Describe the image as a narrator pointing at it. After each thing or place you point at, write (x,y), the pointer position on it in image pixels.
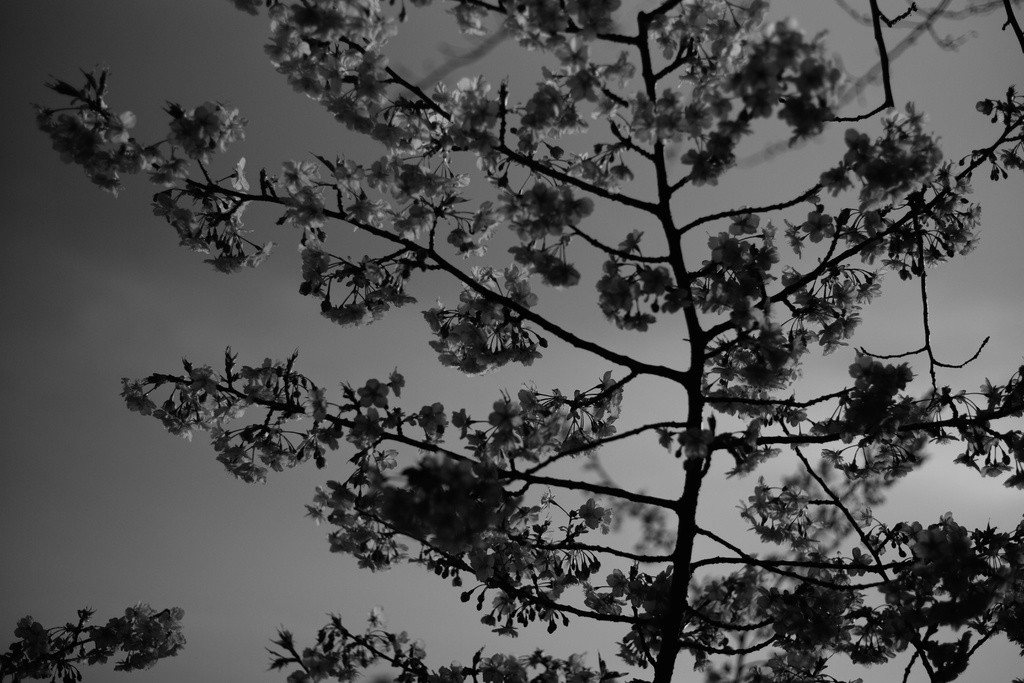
This image consists of a tree (343,635) along with flowers (273,391). In the background (353,381), there is sky (246,491).
